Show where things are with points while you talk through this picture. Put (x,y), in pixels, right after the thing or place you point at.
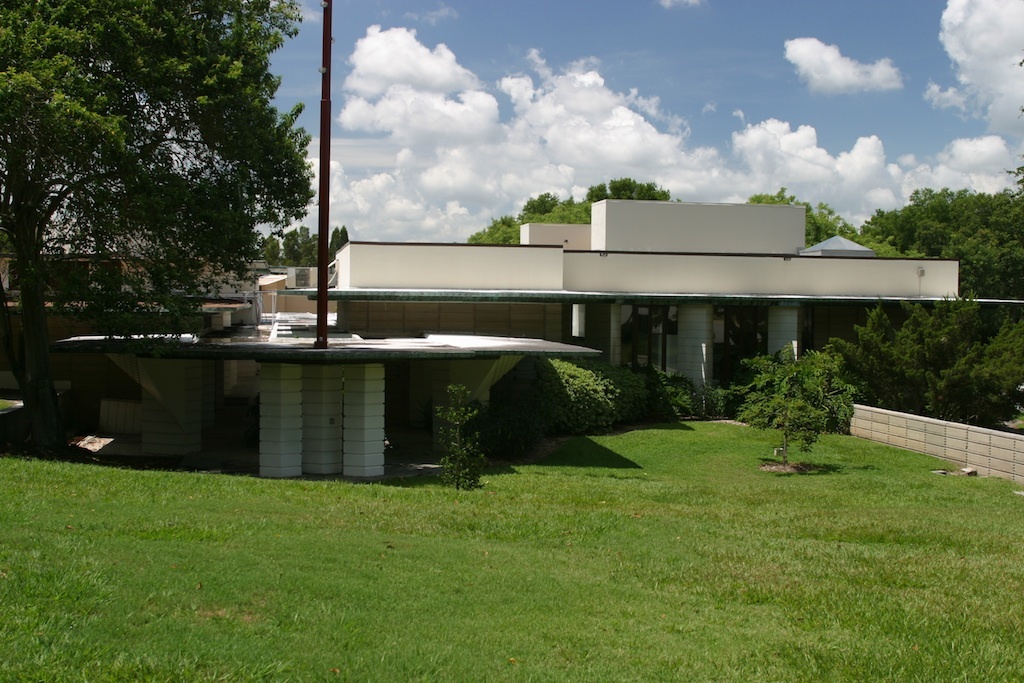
Here we can see houses (331,424), plants (651,407), pole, and trees (998,233). This is grass (754,618) and there is a wall (941,427). In the background (877,123) there is sky (828,94) with clouds (968,58).
